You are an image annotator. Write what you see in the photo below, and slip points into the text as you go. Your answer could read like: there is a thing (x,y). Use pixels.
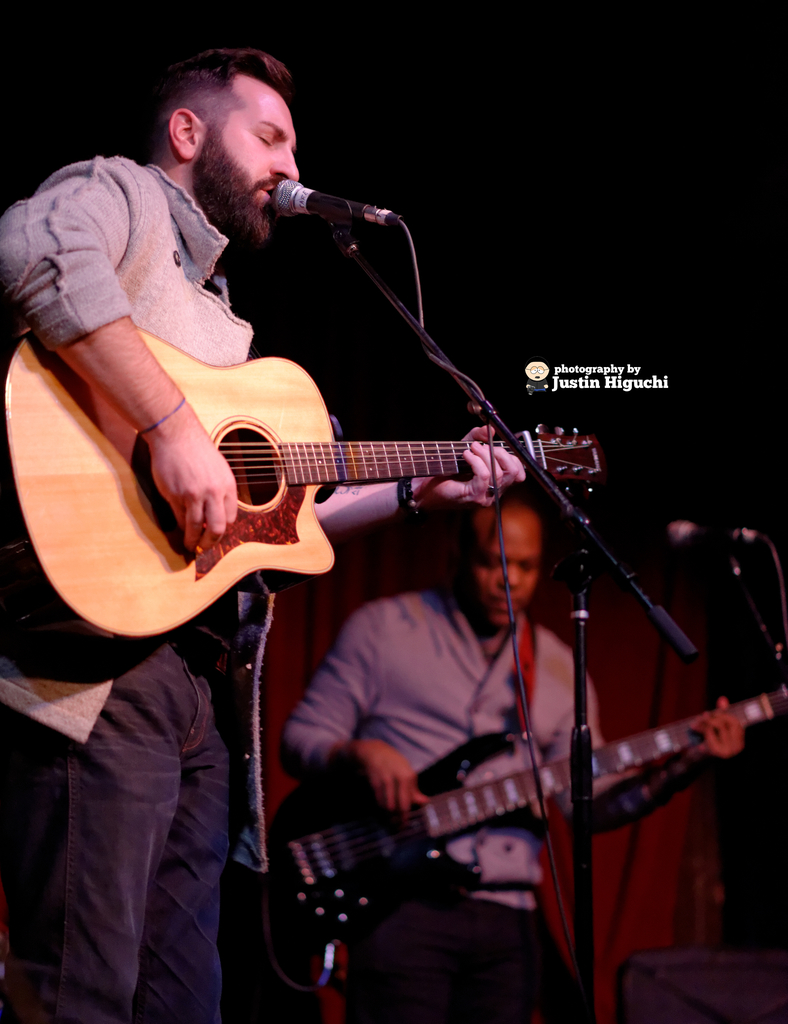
In this picture there is two persons (453,685) one person (181,444) is playing a guitar (74,485) and singing on a microphone (318,202) and other person (435,687) is playing a guitar (432,833).
